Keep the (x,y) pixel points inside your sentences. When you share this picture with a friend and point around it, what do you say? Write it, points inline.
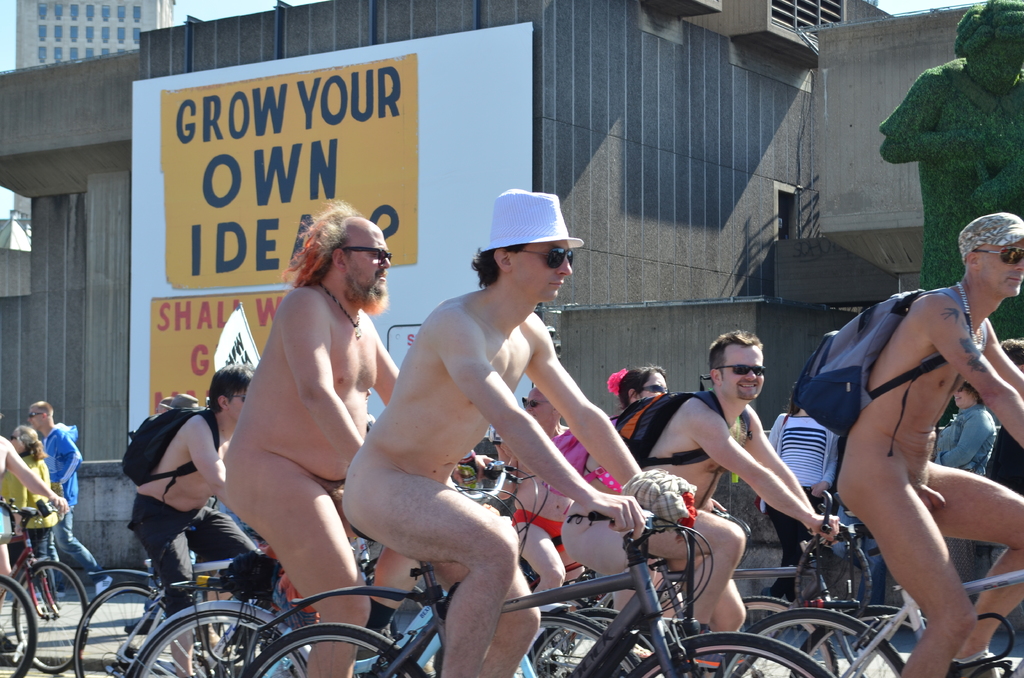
In this picture we can see a group of people (608,485) riding bicycles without clothes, in the background (404,309) we can see building (586,135) a banner (462,132).
